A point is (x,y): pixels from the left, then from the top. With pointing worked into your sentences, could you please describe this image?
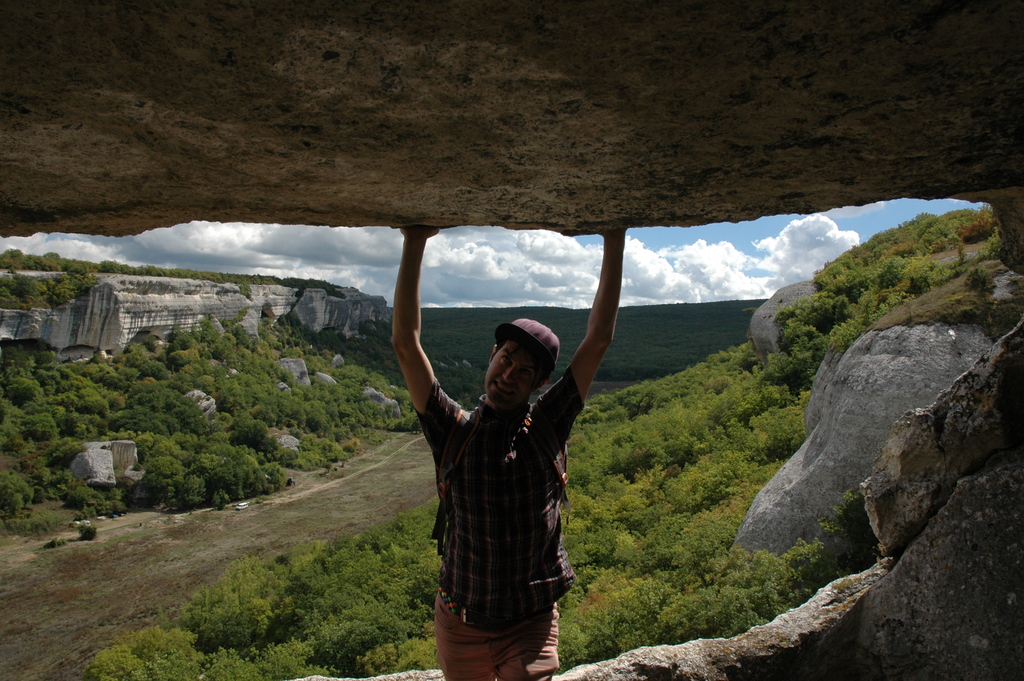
In this picture we can observe a man (469,453) wearing a dark color shirt (502,484) and a cap (520,341) on his head (512,350). He is standing under the large stone (473,128). In the background (730,320) there are trees (210,351) and hills (171,303). We can observe a sky (570,270) with clouds (570,270).
